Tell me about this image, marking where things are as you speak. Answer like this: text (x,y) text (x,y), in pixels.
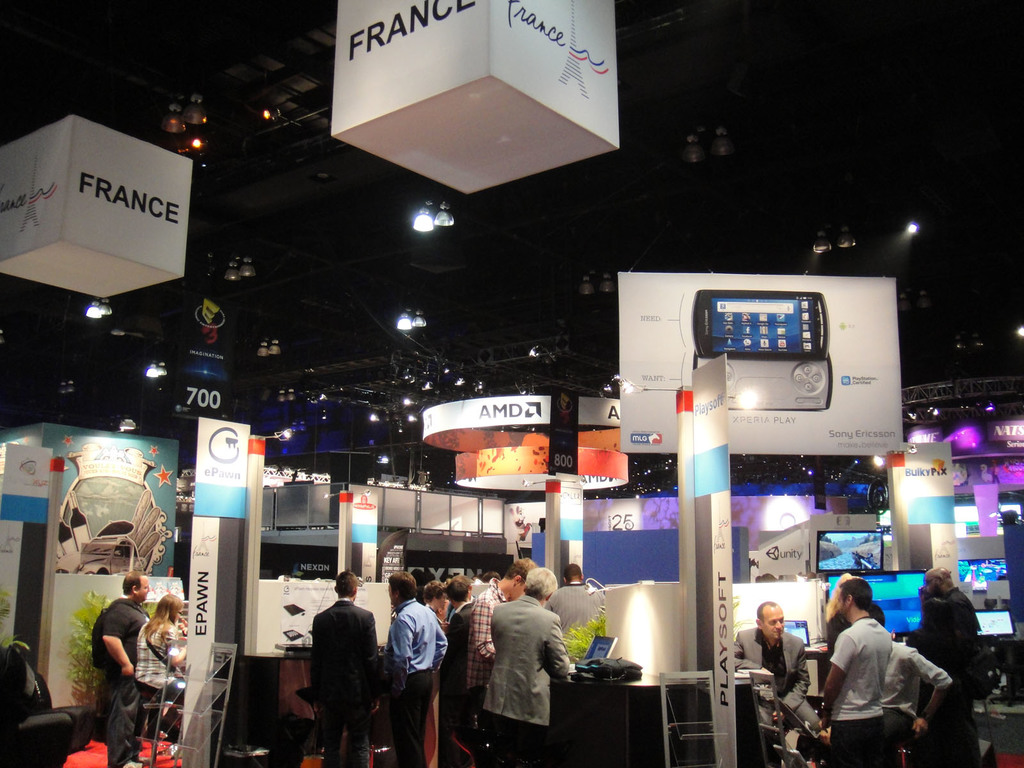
In this picture I can see many persons (491,577) who are standing near to the table (650,688). On the table (614,687) I can see the laptops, bags (633,678) and other objects (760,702). Beside them I can see the banners (725,502) and advertising board (894,382). In the poster (735,376) I can see the mobile phone image (763,343). At the top (122,177) I can see the square boxes (87,239) and lights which are hanging from the roof (331,72). In the top right corner (952,19) I can see the darkness (966,23).
